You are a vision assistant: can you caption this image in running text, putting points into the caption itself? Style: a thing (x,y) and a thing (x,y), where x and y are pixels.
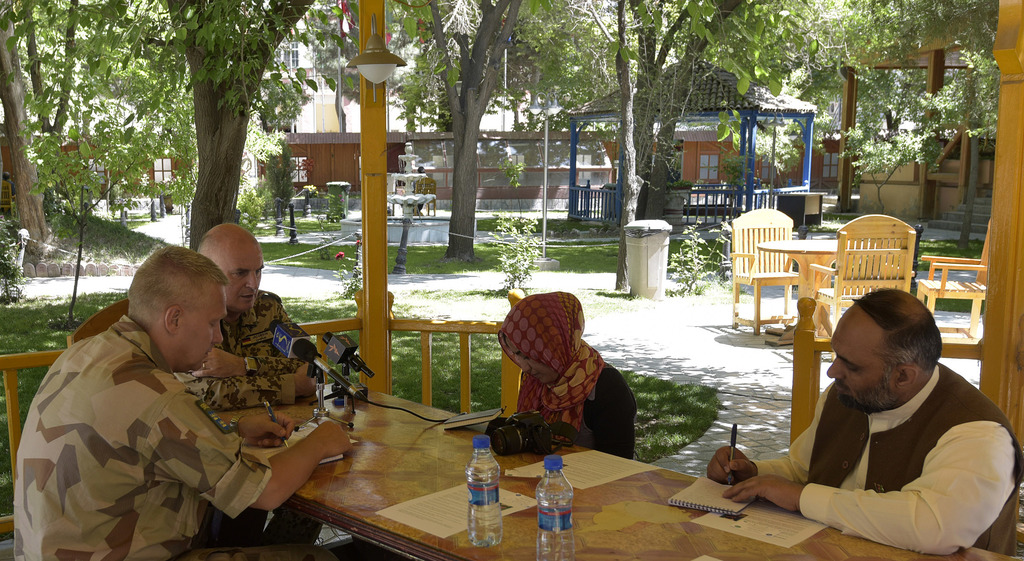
On the background (668,91) we can see building (848,111) and trees (868,103). This is a hut (774,96). We can see table (810,250) and few empty chairs (884,272). This is a trash can (643,248). These are plants (686,279). Here we can see few persons (750,458) sitting on chairs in front of a table (308,406) and on the table (408,447) we can see mic (302,341), camera (540,433), bottles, book (726,508), paper (506,509). These two persons (861,373) holding pen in their hands (788,509) and writing in a book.
